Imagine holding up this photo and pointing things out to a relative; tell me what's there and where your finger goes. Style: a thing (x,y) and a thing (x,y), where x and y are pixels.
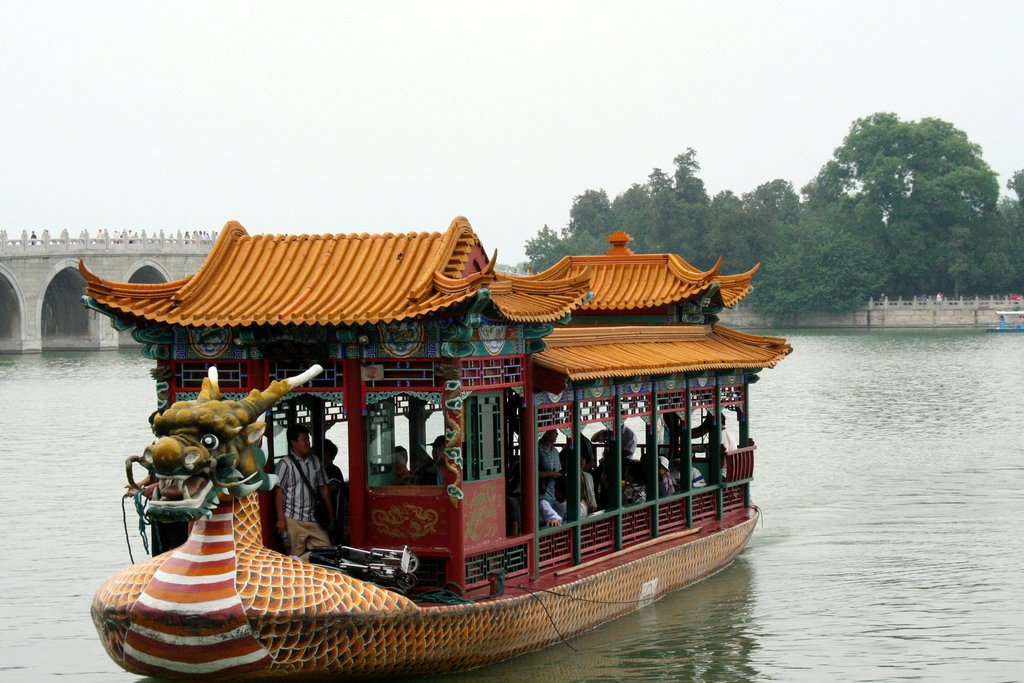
In this image we can see many people (544,510) sailing in the watercraft (513,525). There is a watercraft (1007,327) at the right side of the image (1020,329). We can see the lake (811,643) in the image. We can see the sky (183,227) in the image. There are many trees (791,230) in the image. We can see few people (130,230) on the bridge (154,238) at the left side of the image (112,238).
